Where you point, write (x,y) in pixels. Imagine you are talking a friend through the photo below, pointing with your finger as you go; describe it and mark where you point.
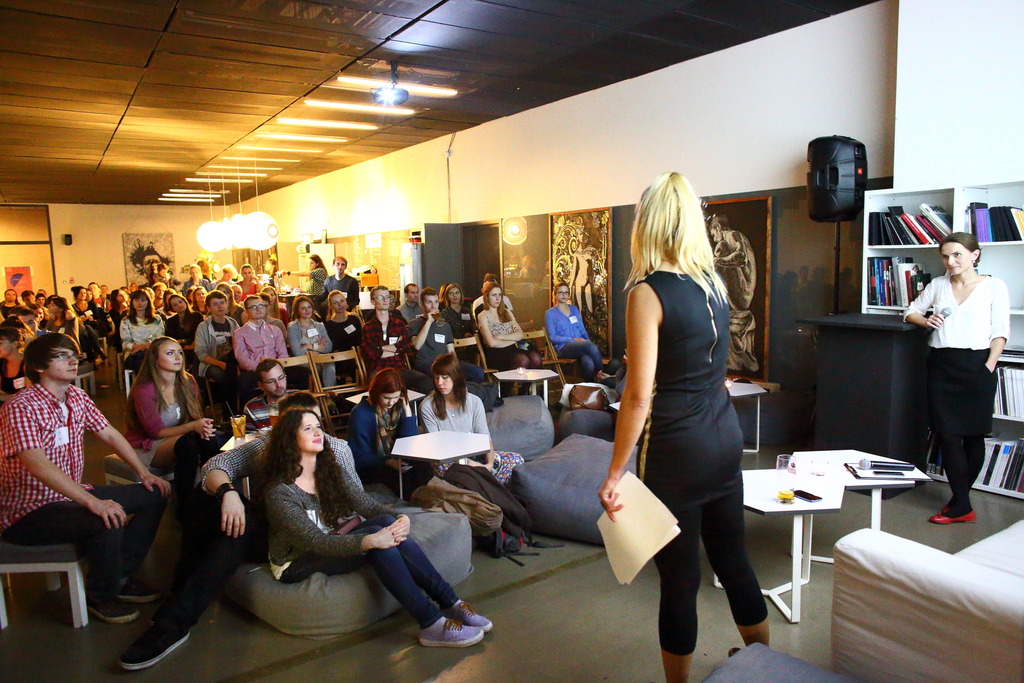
In the picture we can see many people (502,330) are sitting in the chairs (566,442) in the hall (565,441) and in front of them we can see a woman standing and holding some papers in the hand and beside her we can see another woman (954,253) standing and behind her we can see a rack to the wall (303,201) with books (918,284) in it and in the background (256,188) we can see lights (264,236) to the ceiling (242,153).
